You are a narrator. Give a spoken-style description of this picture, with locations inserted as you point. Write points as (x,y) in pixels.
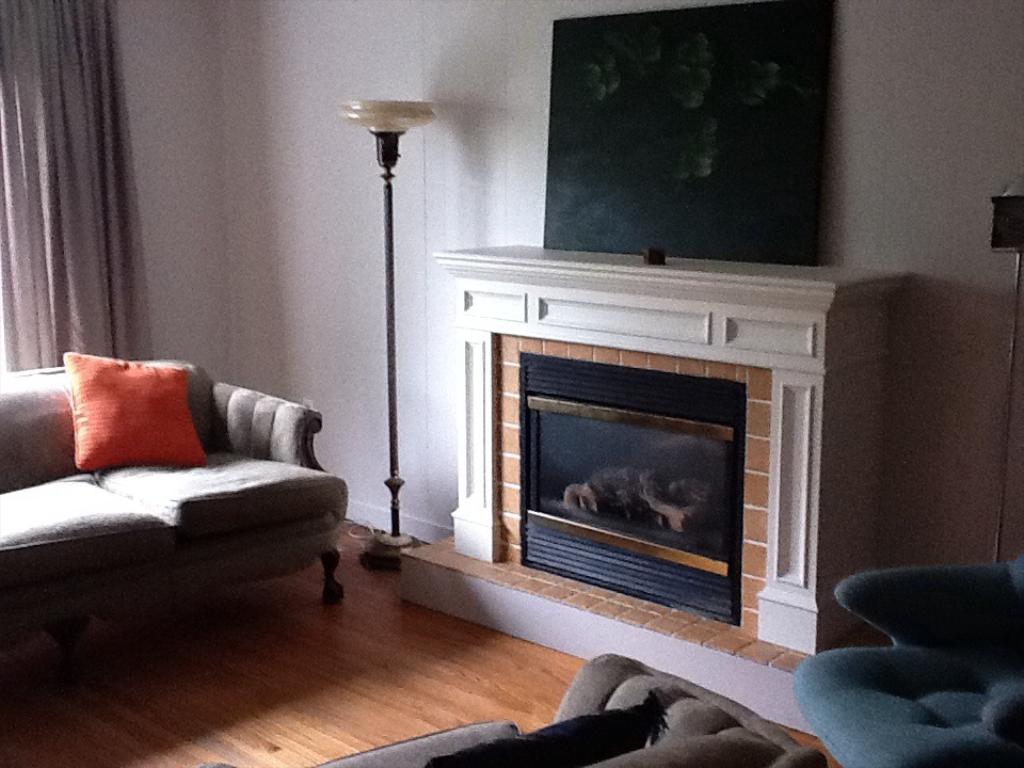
In this picture I can see the inside view of a room (589,149). In the front of this picture (13,390) I can see the couches (246,529) and a chair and I see an orange color cushion (109,417). In the background (318,313) I can see the wall (367,49), a curtain (64,292), a pole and in the center of this picture (523,499) I can see the fire place (603,413).
